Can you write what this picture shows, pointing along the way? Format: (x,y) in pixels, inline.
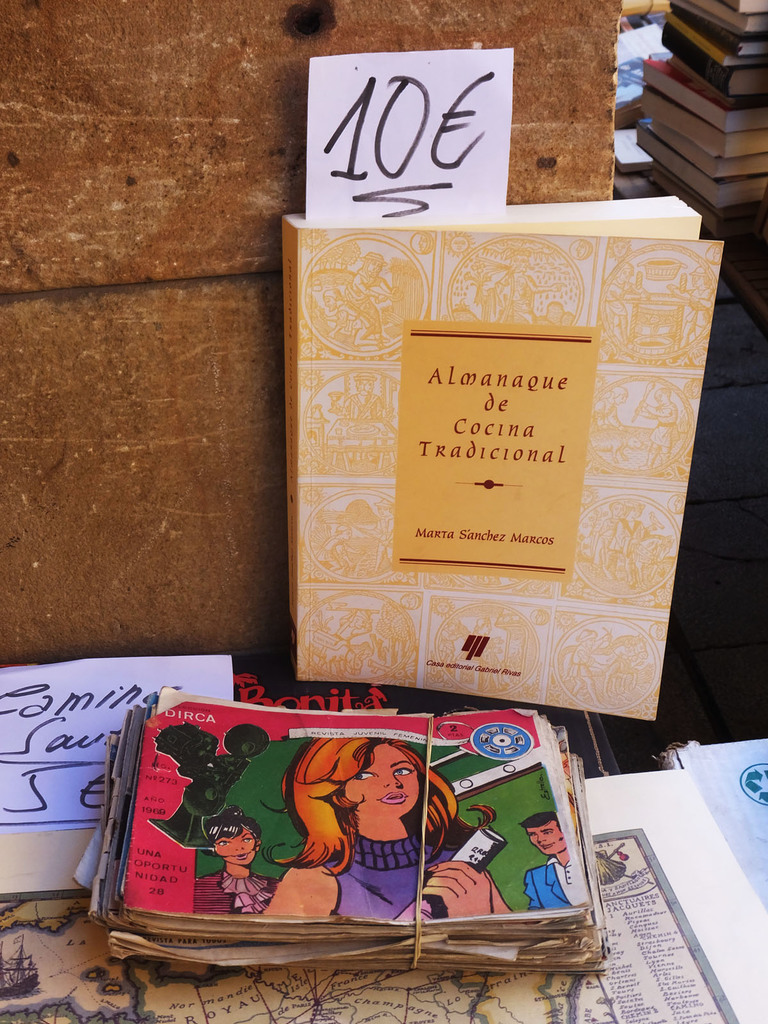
In this image, we can see few books (551,448), magazines (428,863), paper (72,808), maps (6,940), wall (34,570).
